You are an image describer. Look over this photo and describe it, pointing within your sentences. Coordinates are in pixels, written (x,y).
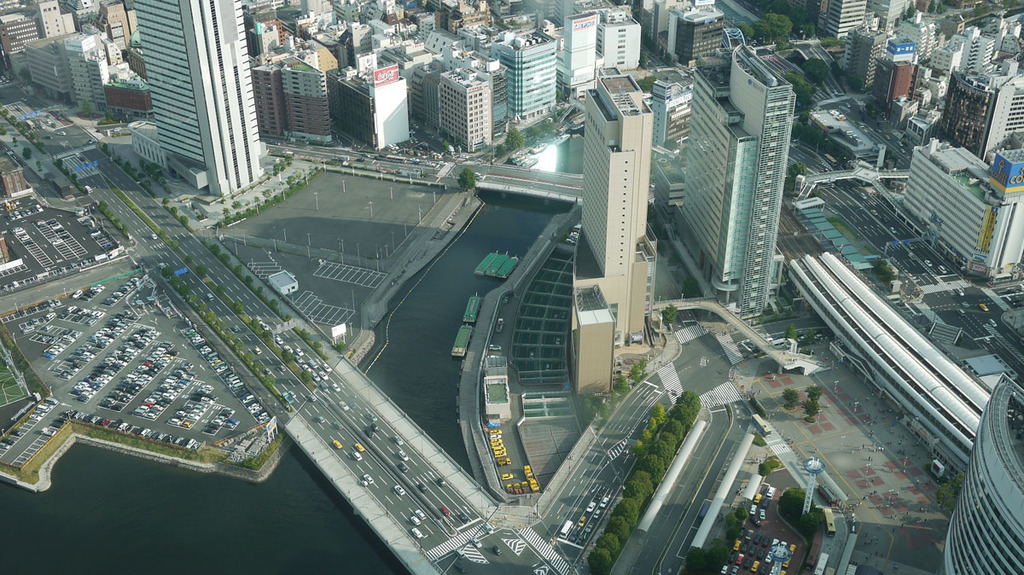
In this picture there are few roads (683,483) which has few vehicles (400,453) on it and there are few boats (488,273) on the water (500,284) and there are few buildings (568,25) and trees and there are few vehicles (134,351) parked in parking place (109,385) in the left corner (87,358).
